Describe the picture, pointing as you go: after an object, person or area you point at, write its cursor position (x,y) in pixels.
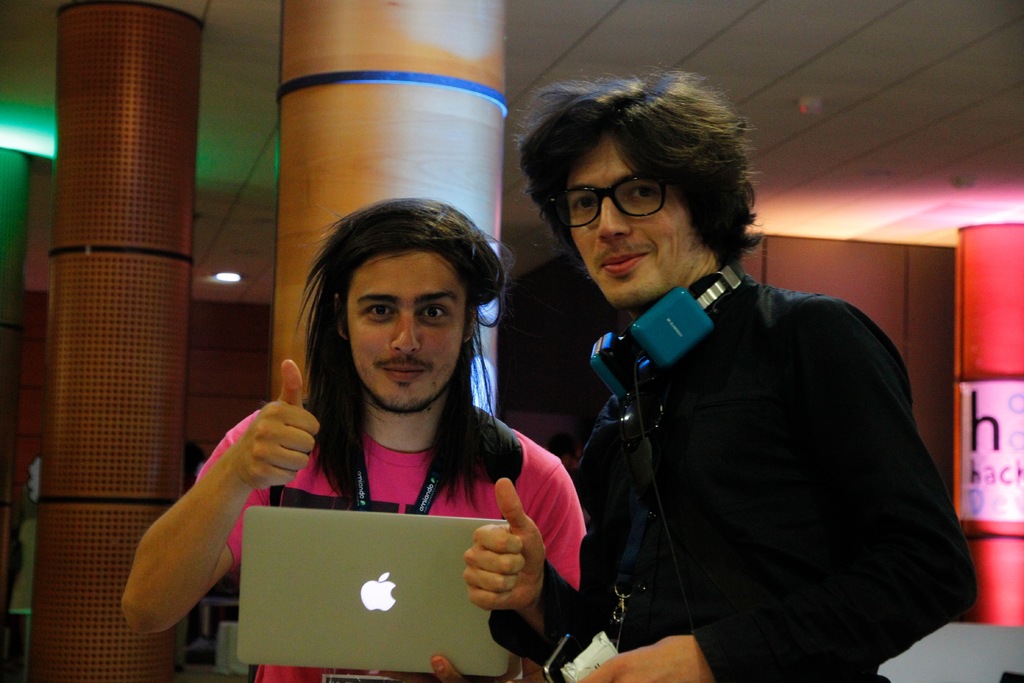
In this picture there is a man (379,470) who is holding a laptop (454,610). Beside him there is another man (761,311) who is wearing spectacles (591,204), headphone (675,325) and black jacket (775,433). At the back (998,374) we can see the pillars (959,489) and light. At the top (690,4) there is a roof (664,5).
